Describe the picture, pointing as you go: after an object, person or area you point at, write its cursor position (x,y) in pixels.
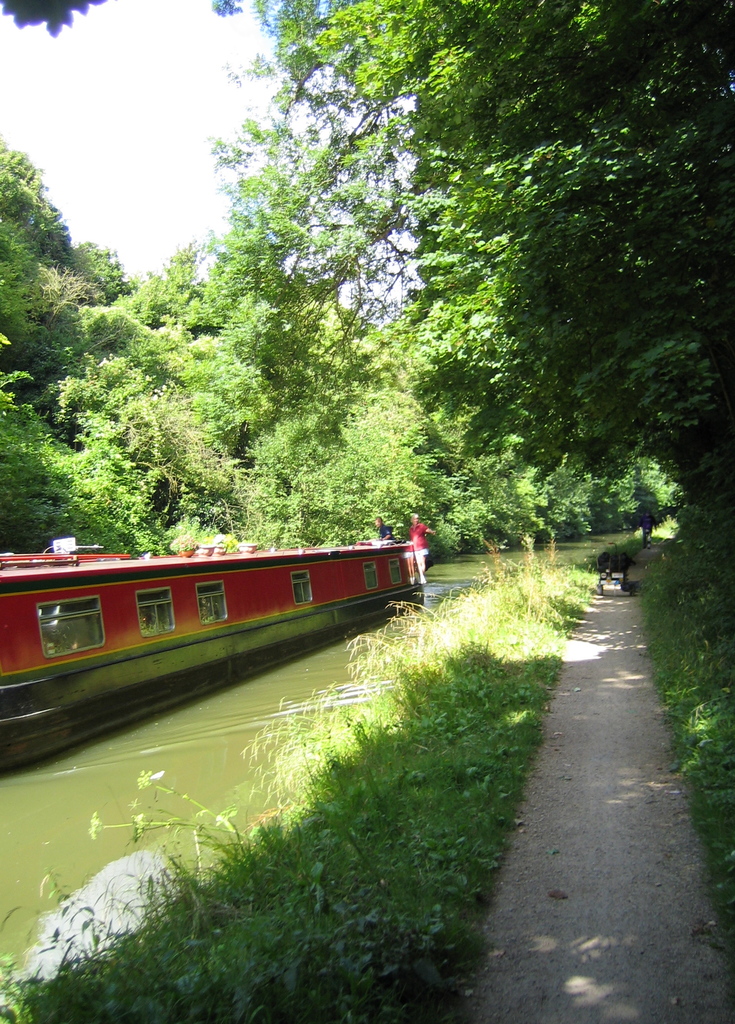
In this image there are two people (417,535) standing on the ship (341,549), which is on the canal (203,710). On the both sides of the image there are trees (532,363) and grass (534,589). On the right side (597,638) there is a path (616,746). In the background (190,212) there is the sky (104,121).
